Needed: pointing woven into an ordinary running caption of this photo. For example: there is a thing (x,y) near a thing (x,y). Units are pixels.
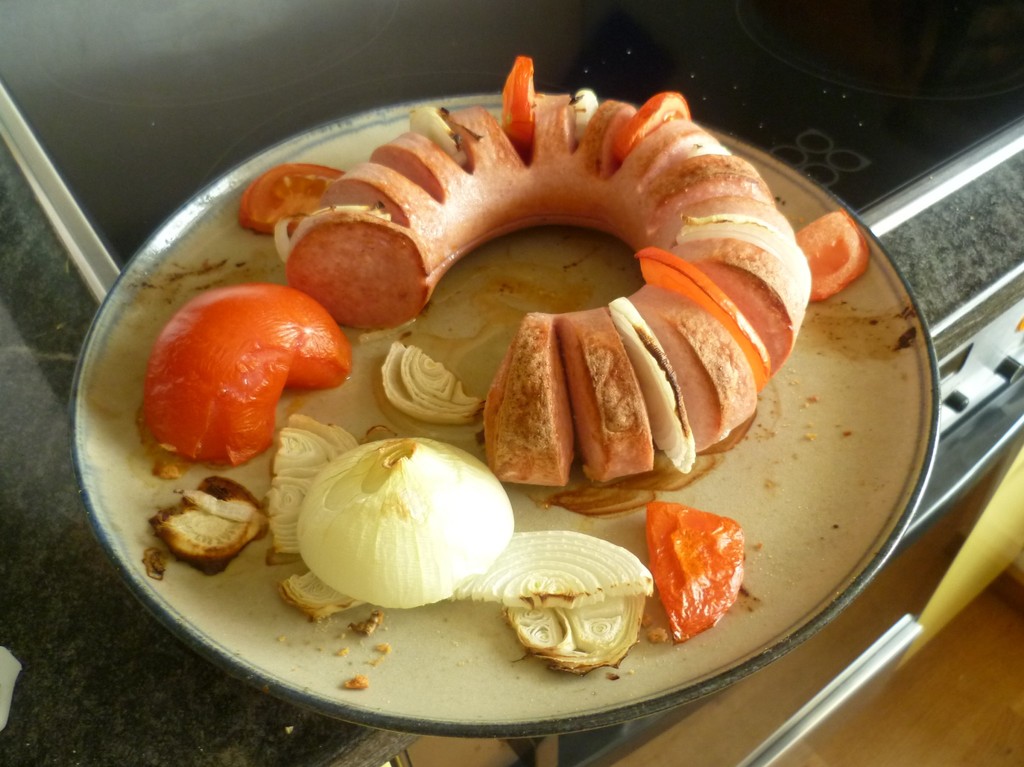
In this image we can see a food item (444,210) of meat (544,410), tomato pieces (204,383) and onion (394,492) kept on the plate (487,659) which is placed on the black surface (874,195). Here we can see the stove (879,649) and the wooden floor (920,717).
